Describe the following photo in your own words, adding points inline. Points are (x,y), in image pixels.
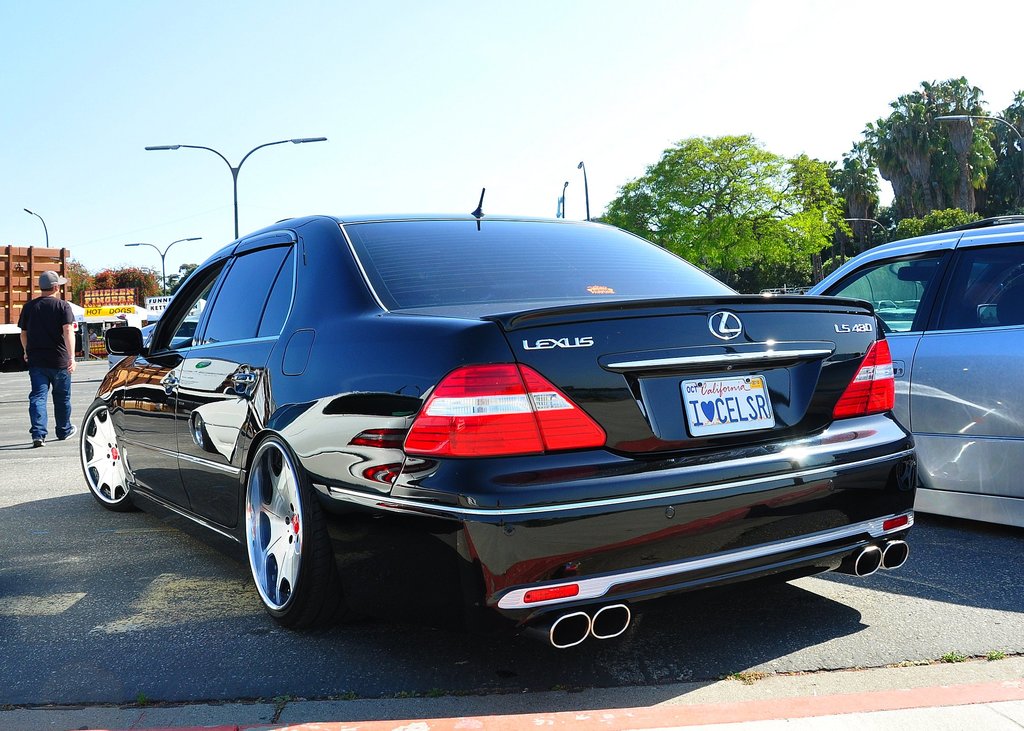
On the left side of the image (98,294) we can see a building (65,275), boards (112,297) and a man (45,376) is walking on the road (21,431) and wearing a cap (42,279). In the background of the image (967,189) we can see the trees (957,180), poles (262,149), lights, cars (599,387). At the bottom of the image (231,633) we can see the road (439,679). At the top of the image (521,94) we can see the sky (559,166).
